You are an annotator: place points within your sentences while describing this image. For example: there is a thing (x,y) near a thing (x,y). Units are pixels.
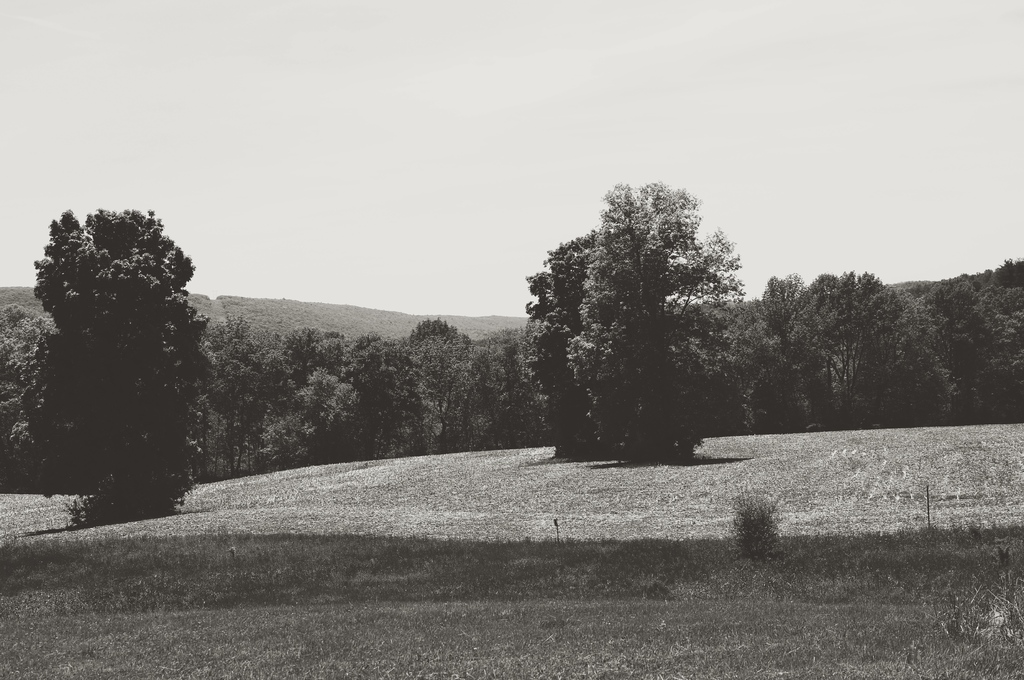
This is a black and white image. In this image we can see trees (232,356), plants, grass (561,474) and sky (371,179).
